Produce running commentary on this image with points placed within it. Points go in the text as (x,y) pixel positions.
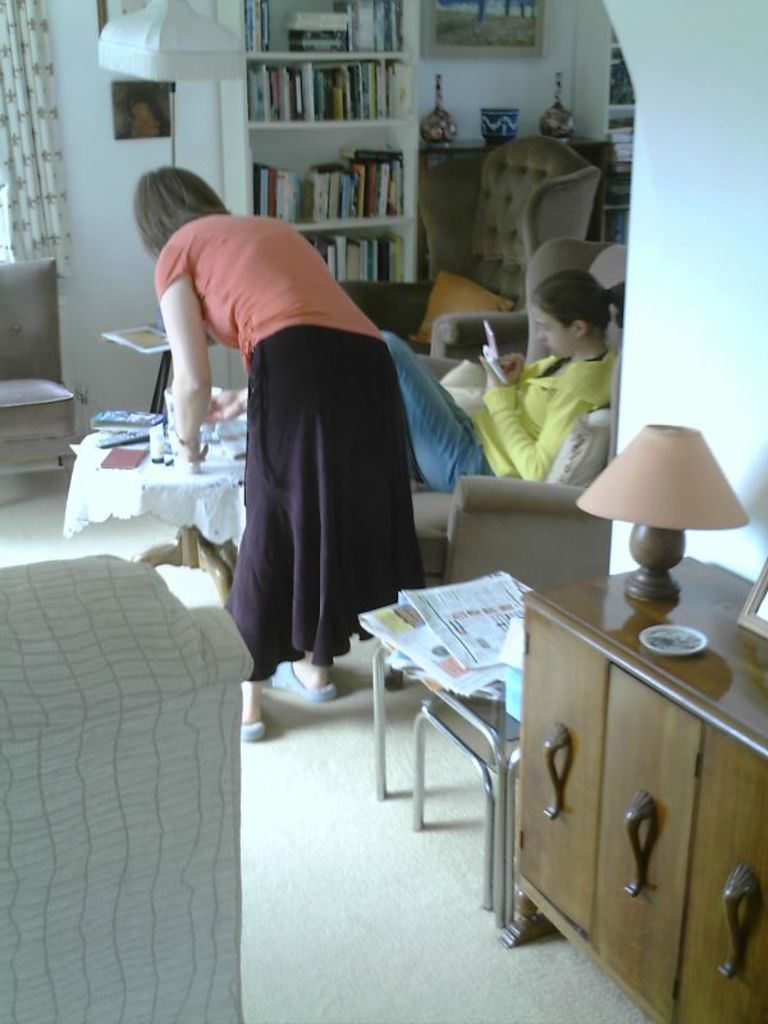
In this picture we can see two woman (377,374) where one is sitting on sofa (480,336) holding mobile (496,376) in her hand (517,358) and other is bending and holding glass (201,458) in her hand (210,405) and in front of them on table (131,440) we have books (121,452) and beside to them we have news papers (512,587) on table (494,729), lamp (640,598), frame (767,580) on cupboards (565,677), books (297,115) in racks (333,62), curtains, wall (192,119), frames (501,29).
